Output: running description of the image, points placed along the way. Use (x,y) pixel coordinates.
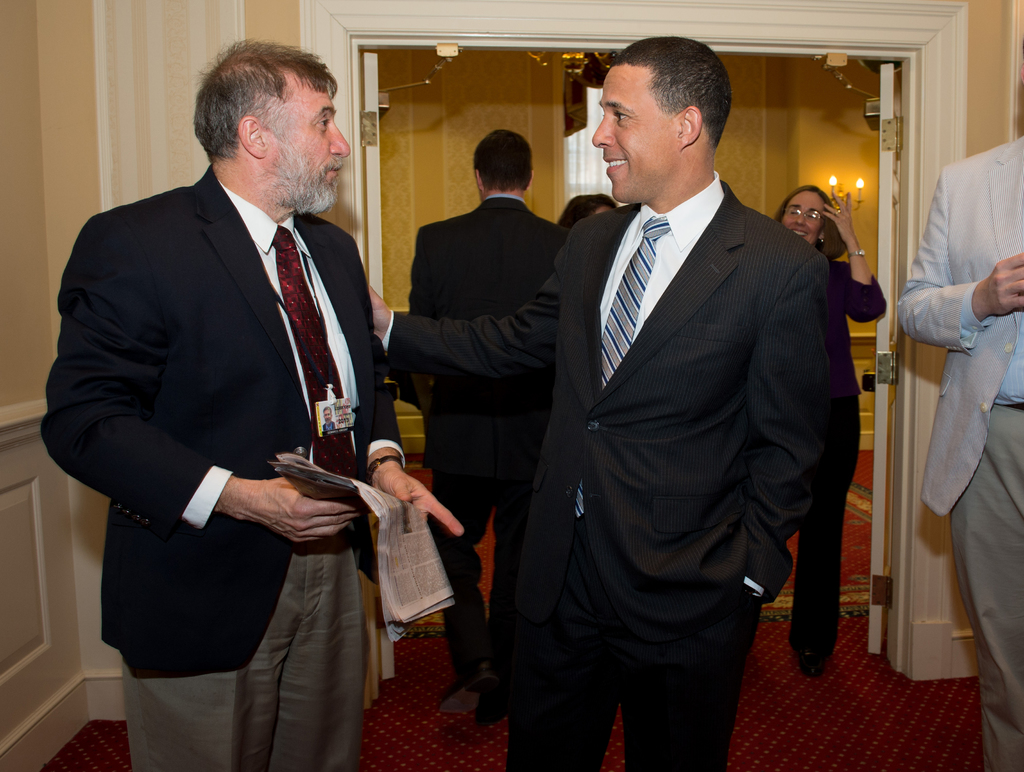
The man (281,423) on the left side (281,354) wearing a white shirt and black blazer (284,546) is holding a newspaper (433,574) in his hands (287,482). Beside him, the man (667,297) in white shirt (670,273) and black blazer (736,364) is standing and he is smiling. Behind them, we see people (535,244) are walking. On the right side (968,298), we see a man (942,308) in white blazer (930,292) is standing. At the bottom of the picture (438,719), we see a red color carpet (788,733). In the background (763,158), we see candles (857,185), wall (810,165) and a window (570,191).
